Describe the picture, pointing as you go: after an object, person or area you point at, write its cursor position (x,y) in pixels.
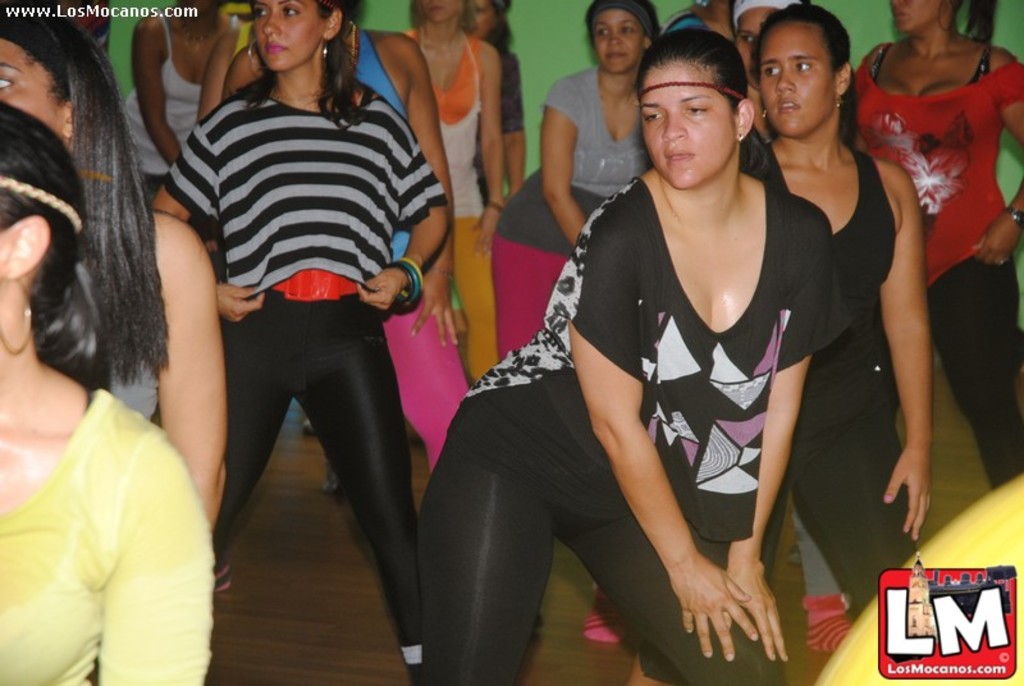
In this picture, we see the women (200,229) are standing. They might be practicing dance. At the bottom (347,596), we see the wooden floor (309,591). In the background (537,49), we see a wall (551,45) in green color. This might be an edited image.
